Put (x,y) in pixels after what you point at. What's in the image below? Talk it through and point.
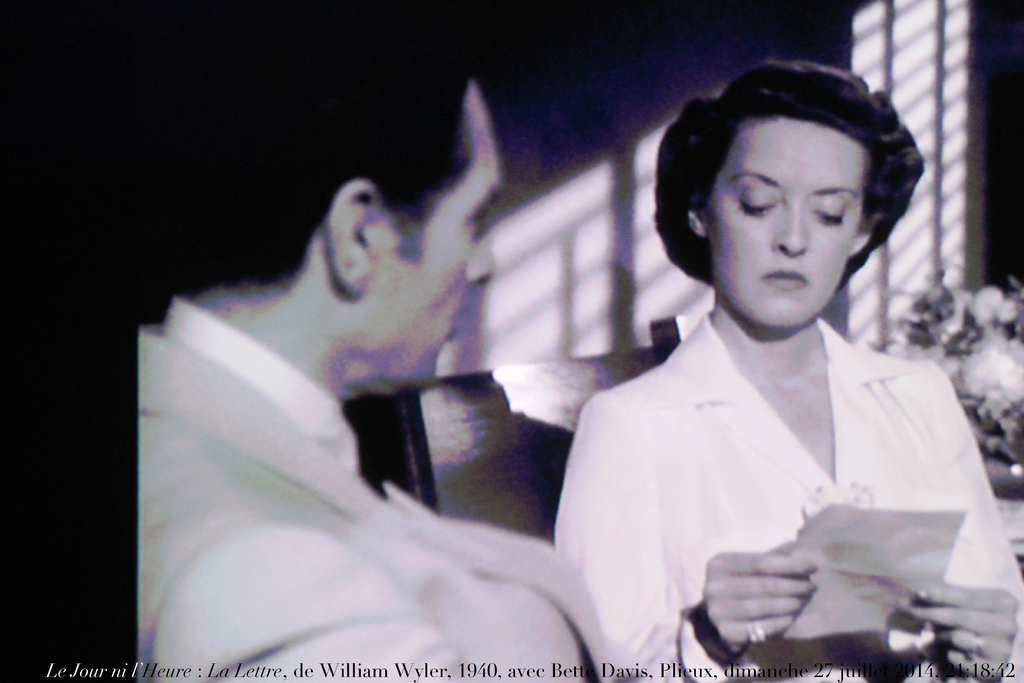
There is a lady (691,373) holding a paper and a man (350,215) in the foreground area of the image (337,569), there is text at the bottom side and flowers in the background (987,296).
